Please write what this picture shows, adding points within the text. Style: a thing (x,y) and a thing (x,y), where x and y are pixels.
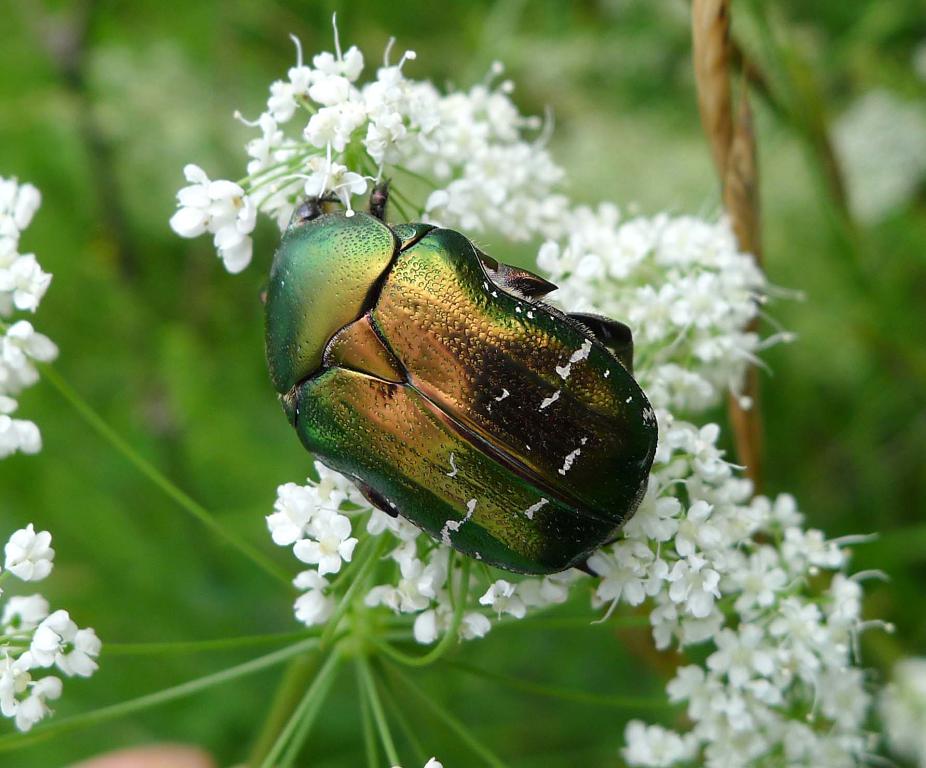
In the foreground of this image (393,469), there is an insect (556,476) on white color flowers (714,536). In the background (40,367), we can see flowers (6,343), stem (98,424) and the plant (654,87).
